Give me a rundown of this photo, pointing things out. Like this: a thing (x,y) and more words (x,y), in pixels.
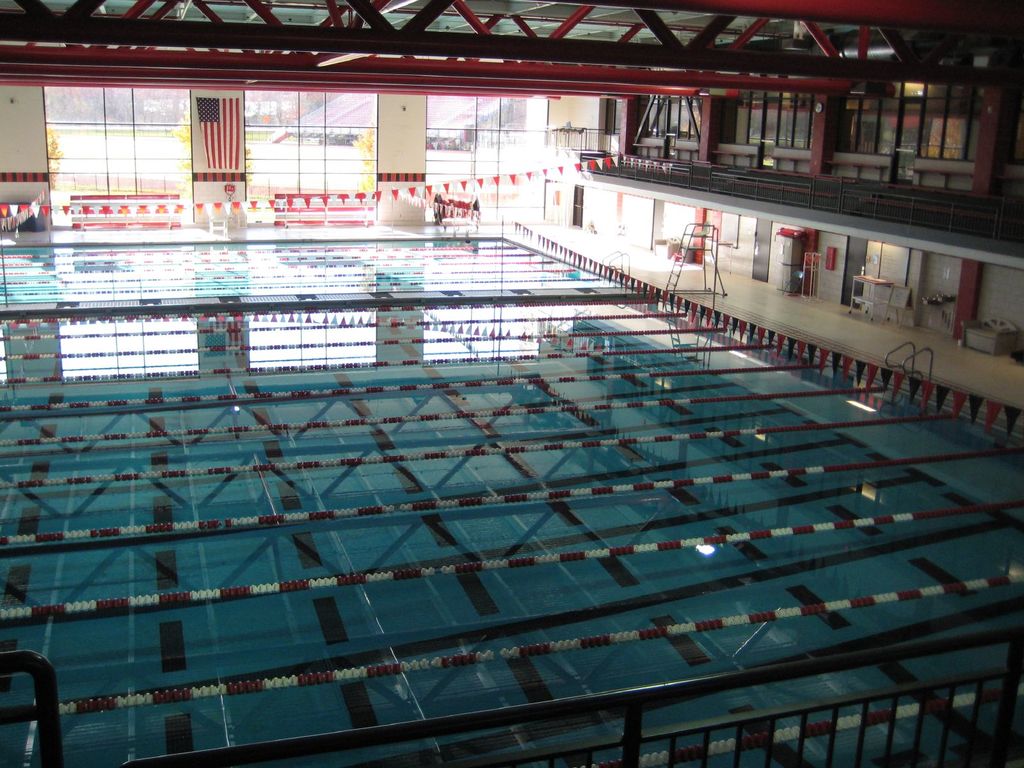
In this picture I can observe a swimming pool (413,344). On the right side (697,247) there is a stand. In the background (98,155) I can observe glass windows (274,154).
